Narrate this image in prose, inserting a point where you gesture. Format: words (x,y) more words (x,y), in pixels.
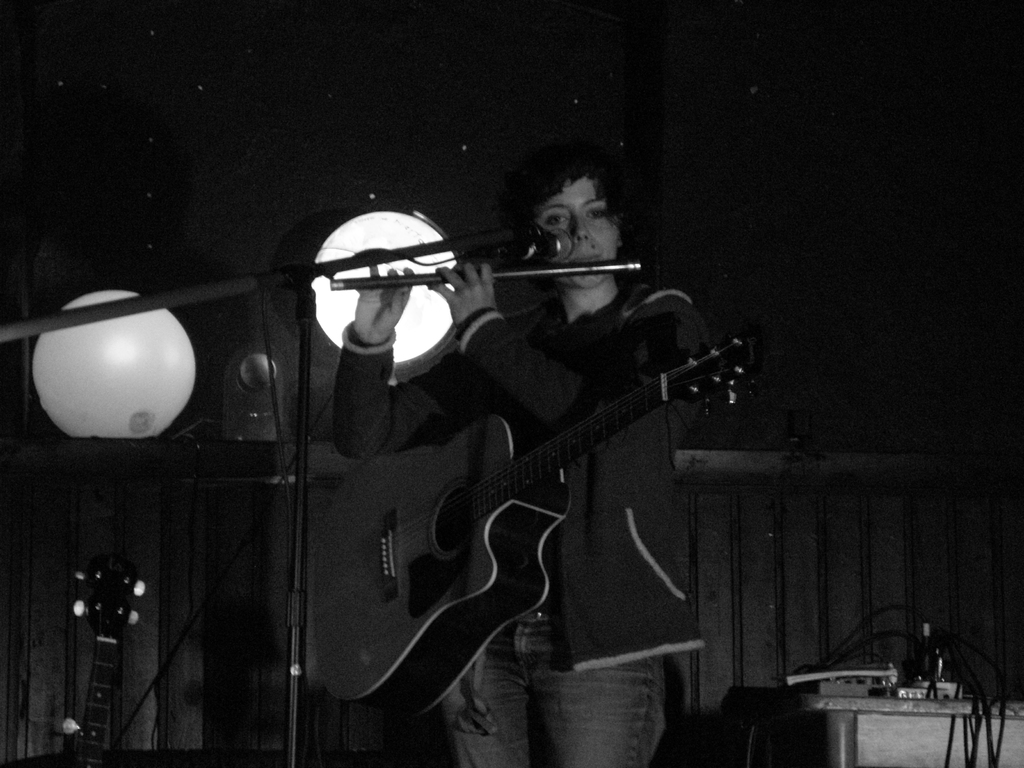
This image consist of a woman (523,679) playing music. She is blowing flute (429,277) in front of mic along with mic stand (313,290). In the background (104,214), there is a wall (866,579) along with lights (151,423). To the right (900,717), there is a table (937,708) on which some wires (959,654) are kept.
